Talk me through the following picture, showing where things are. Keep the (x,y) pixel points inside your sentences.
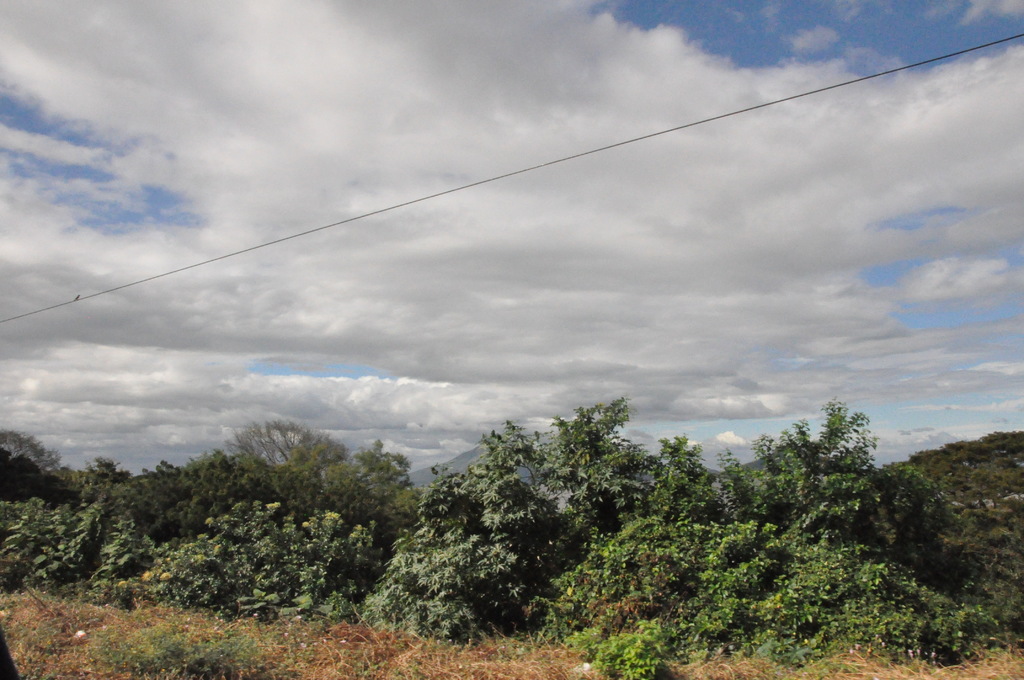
In this image we can see shrubs (367,610), bushes (440,543), trees (540,455), hills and sky (473,264) with clouds (541,264).
